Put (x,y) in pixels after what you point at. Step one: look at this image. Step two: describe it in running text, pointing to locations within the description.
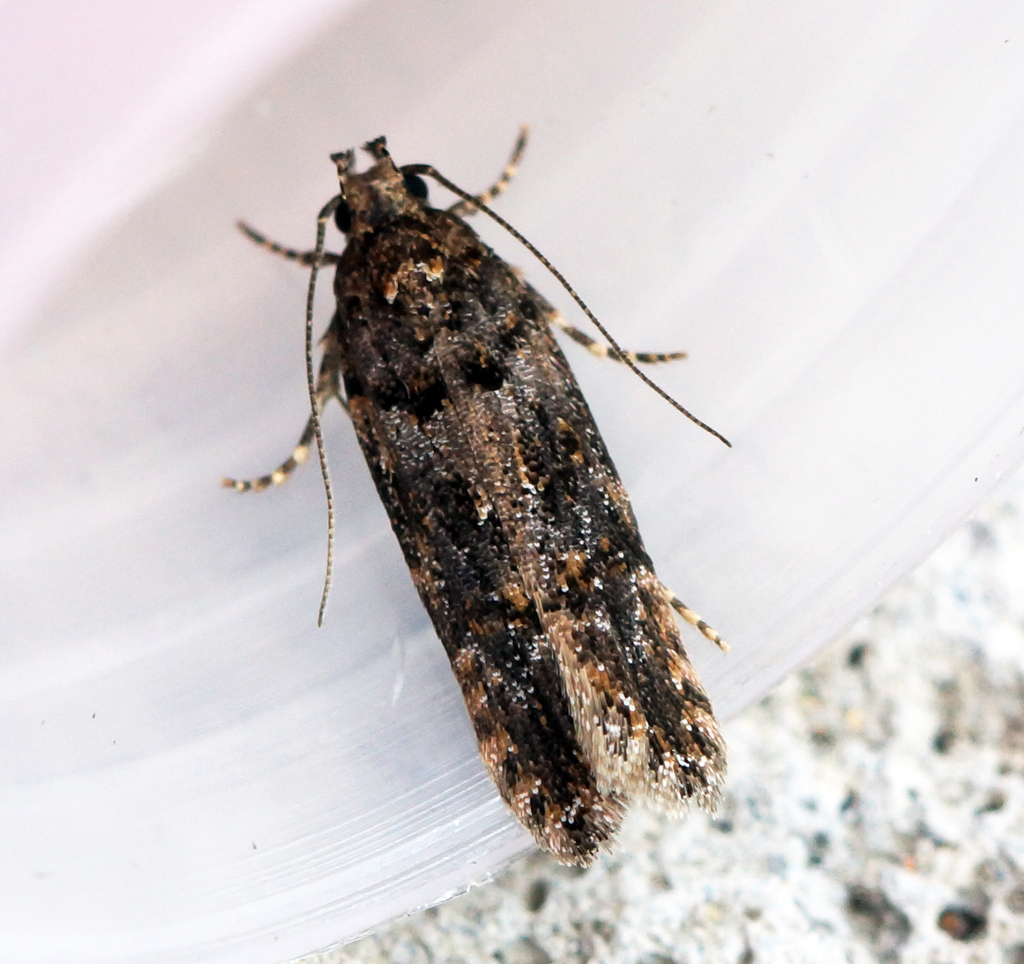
In this picture I can see the insect (453,497).
